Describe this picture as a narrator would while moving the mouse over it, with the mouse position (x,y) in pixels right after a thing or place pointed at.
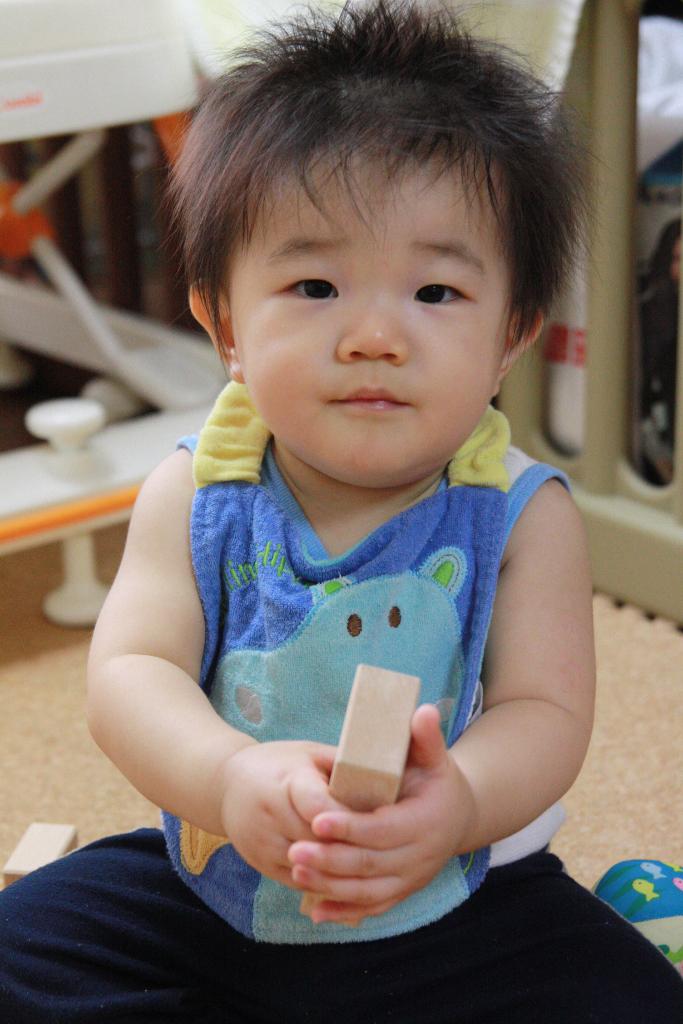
In the image there is a baby (312,392) with blue vest (401,584) and black pant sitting on floor (60,751) and holding a wooden block (377,688) and behind the baby (572,534), it seems to be a baby cradle (164,84).
